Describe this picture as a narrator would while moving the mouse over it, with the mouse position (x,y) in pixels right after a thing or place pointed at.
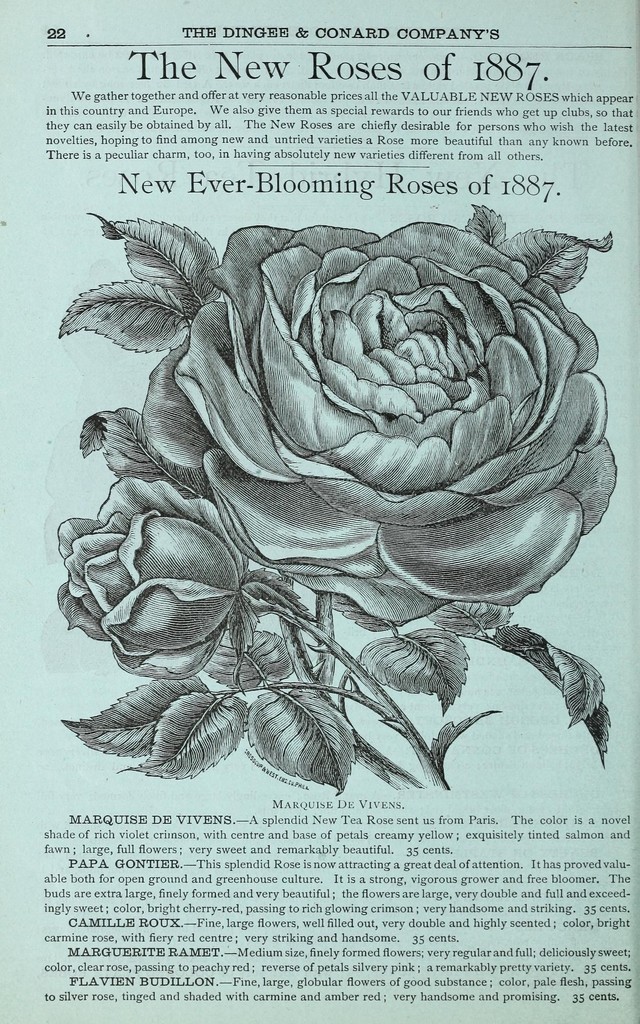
There is a paper (241,81) on which, there is a drawing (219,625) of plant (314,544) which is having rose flowers (181,629). On above and below of this drawing (473,614), there are texts (272,59) on the page (386,895).
